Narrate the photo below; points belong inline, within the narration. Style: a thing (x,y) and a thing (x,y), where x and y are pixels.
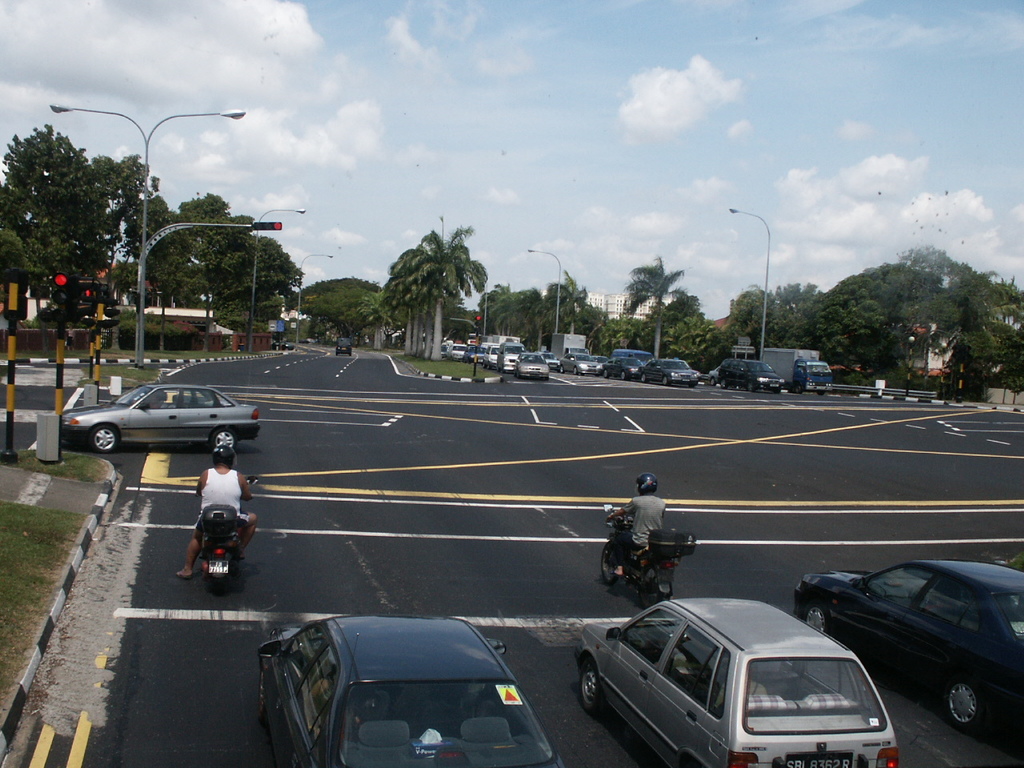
In this picture there is a top view of the road (103,526). In front (788,766) we can see many cars (271,744) are waiting on the signal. In front we can see many coconut trees (533,296) and some cars (748,386) in the traffic jam (494,359).
